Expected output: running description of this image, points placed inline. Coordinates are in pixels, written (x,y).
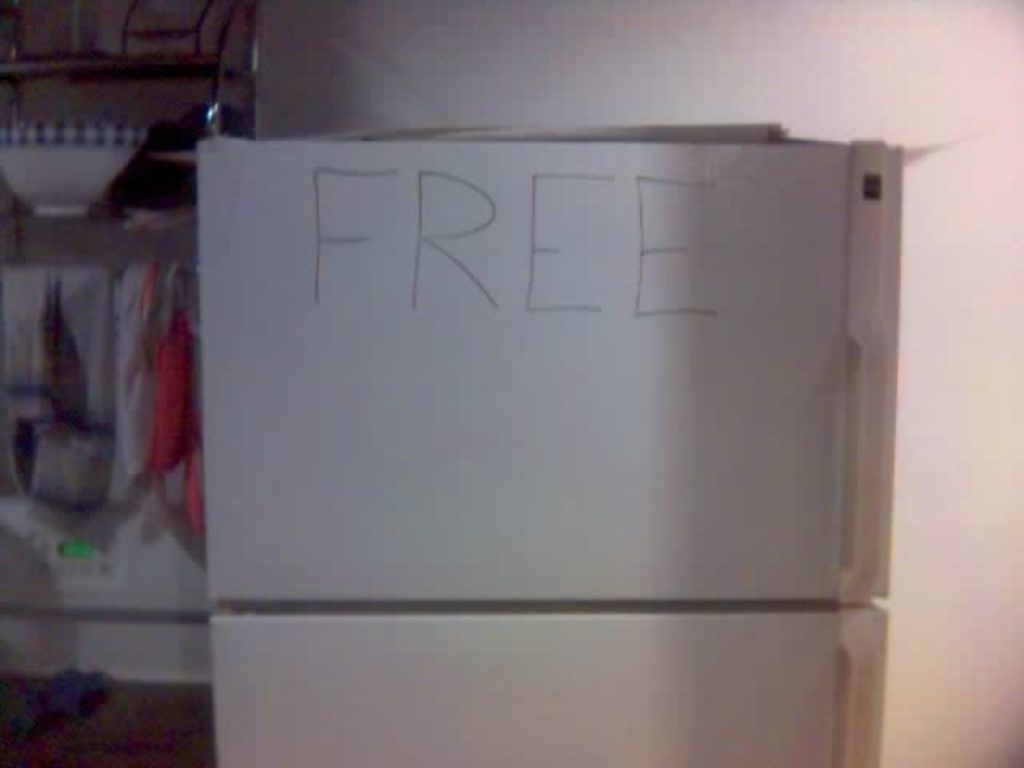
There is a white color refrigerator (439,366). In the background (224,28), there are shelves (127,243).
